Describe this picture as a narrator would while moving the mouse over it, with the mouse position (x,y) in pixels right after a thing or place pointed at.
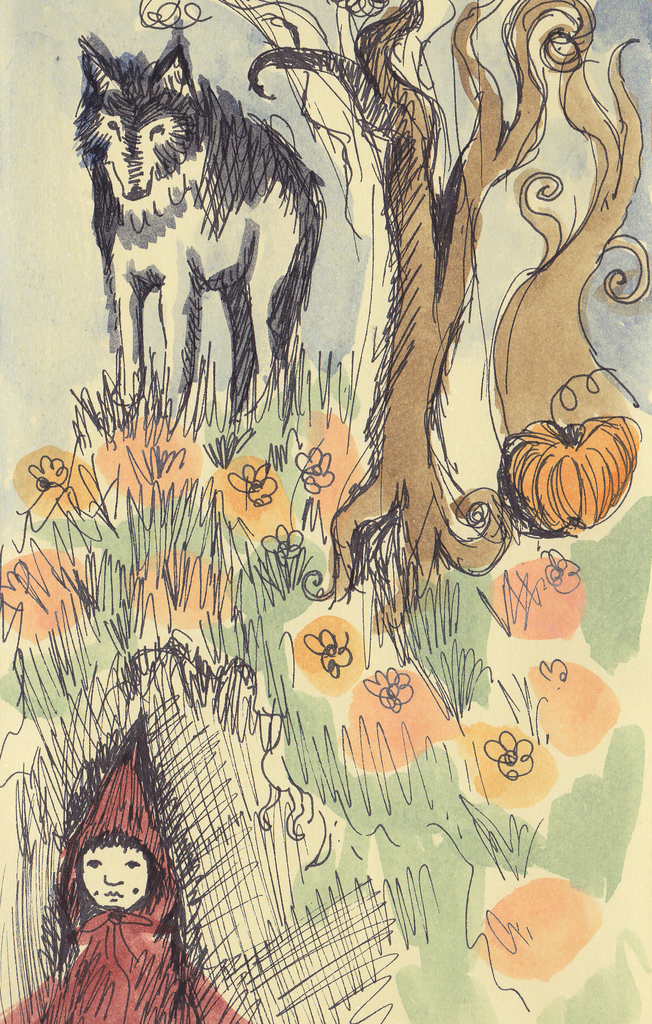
In this image we can see a sketch (190,313). In the sketch (190,313) we can see an animal (245,291), trees (424,229), pumpkins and the grass (311,771). At the bottom (125,896) we can see a person (107,1014).
